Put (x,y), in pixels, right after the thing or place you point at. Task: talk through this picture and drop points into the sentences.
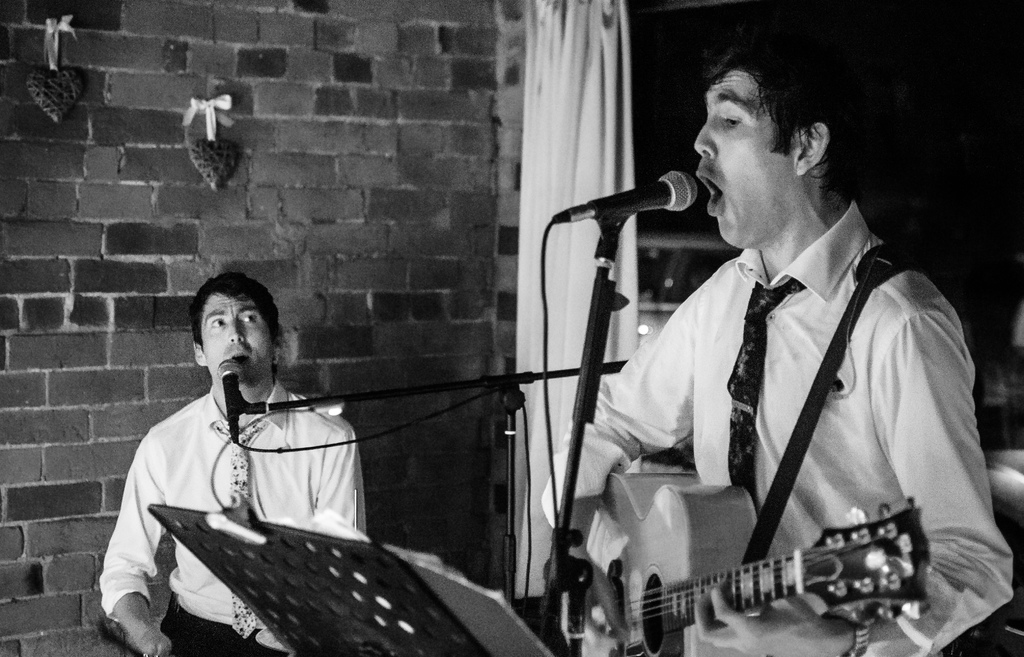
In the given image we can see two person (690,432), this is a microphone (612,200). This person (619,459) is holding a guitar (676,551) in his hand (604,632) and he is wearing a white shirt (782,389) with a tie (733,397).
